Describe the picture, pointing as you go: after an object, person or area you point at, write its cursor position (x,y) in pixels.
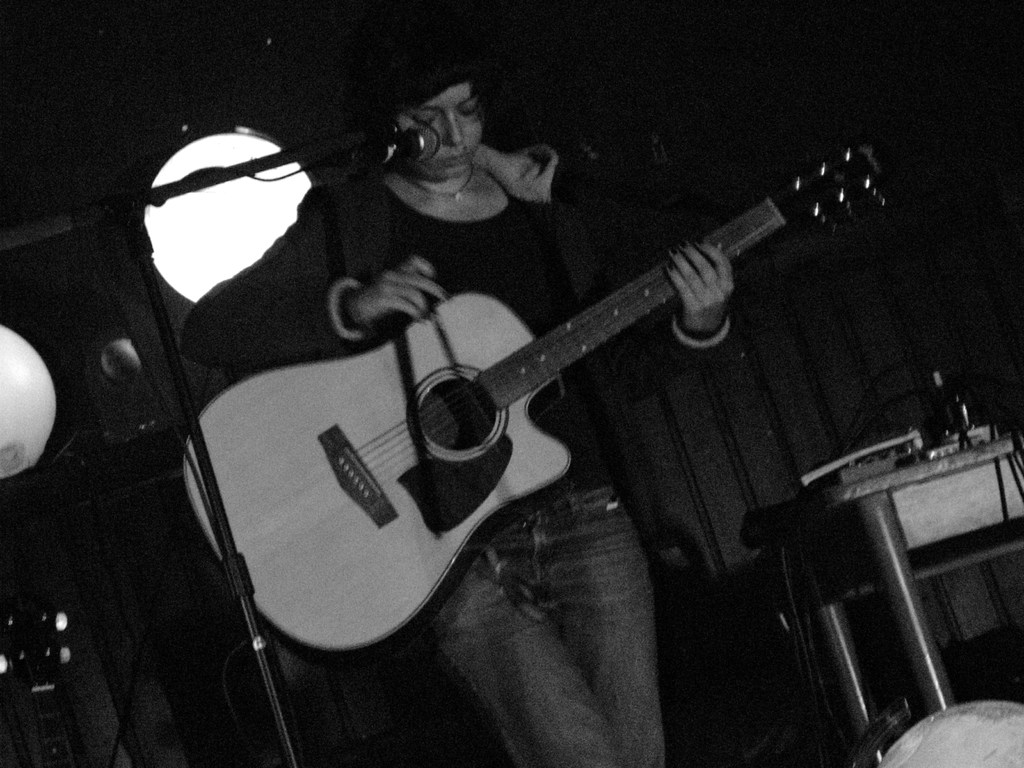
This is a black and white picture. Here is a person (510,291) standing and playing guitar (475,342). This is a mike (402,141) with the mike stand (213,485). Here this is looks like a table (936,481) with some objects (928,442) on it.
